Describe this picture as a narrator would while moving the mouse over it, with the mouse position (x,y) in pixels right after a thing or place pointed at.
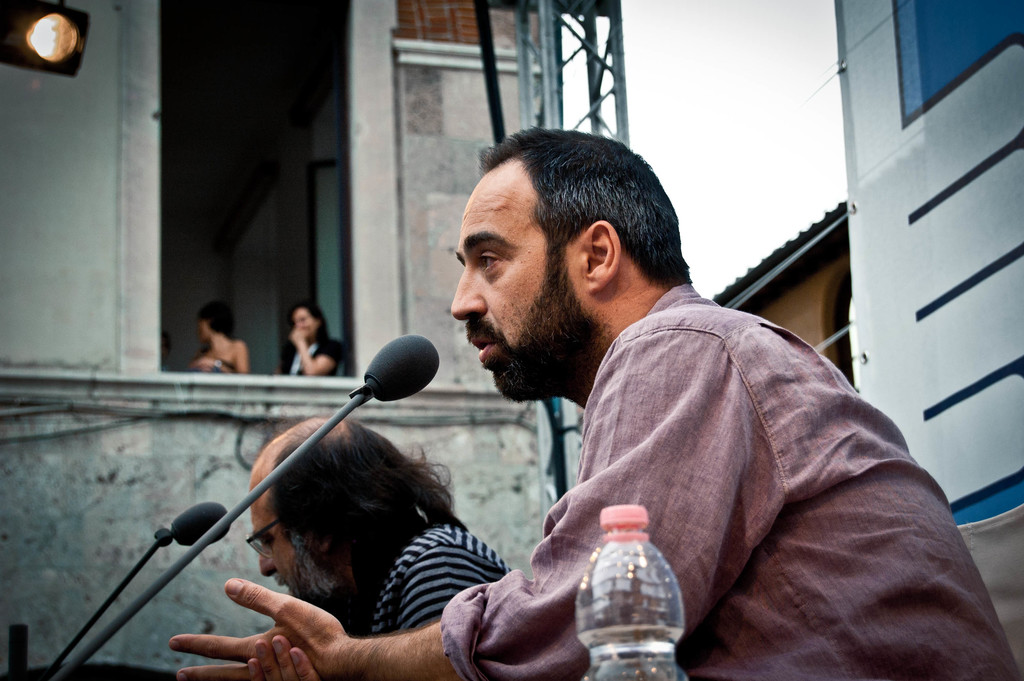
In the image we can see there is a person (601,455) who is sitting and in front of him there is a mic (361,393) and beside there is a building (424,188) in that women (298,364) are standing.
